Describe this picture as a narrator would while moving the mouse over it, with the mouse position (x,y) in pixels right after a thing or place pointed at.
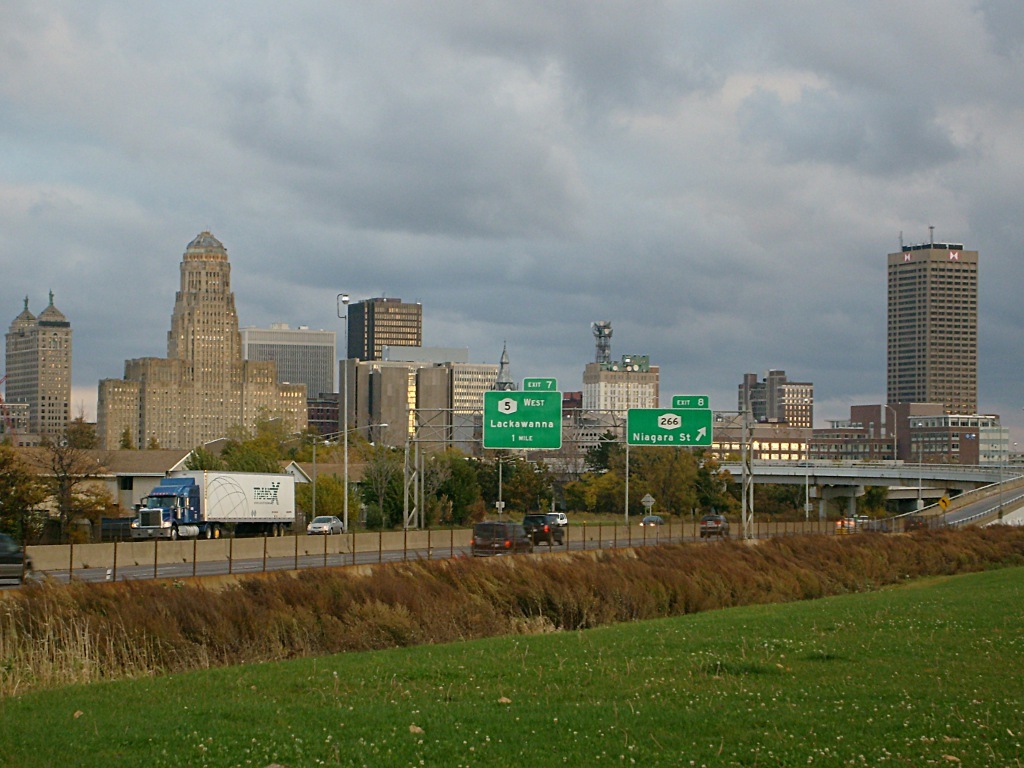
In this picture I can see there are few vehicles (496,551) moving on the road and there are a few poles (408,452) with banners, there are trees (2,452), buildings (281,356) in the backdrop (323,402) with windows (63,406) and the sky (524,213) is cloudy.
